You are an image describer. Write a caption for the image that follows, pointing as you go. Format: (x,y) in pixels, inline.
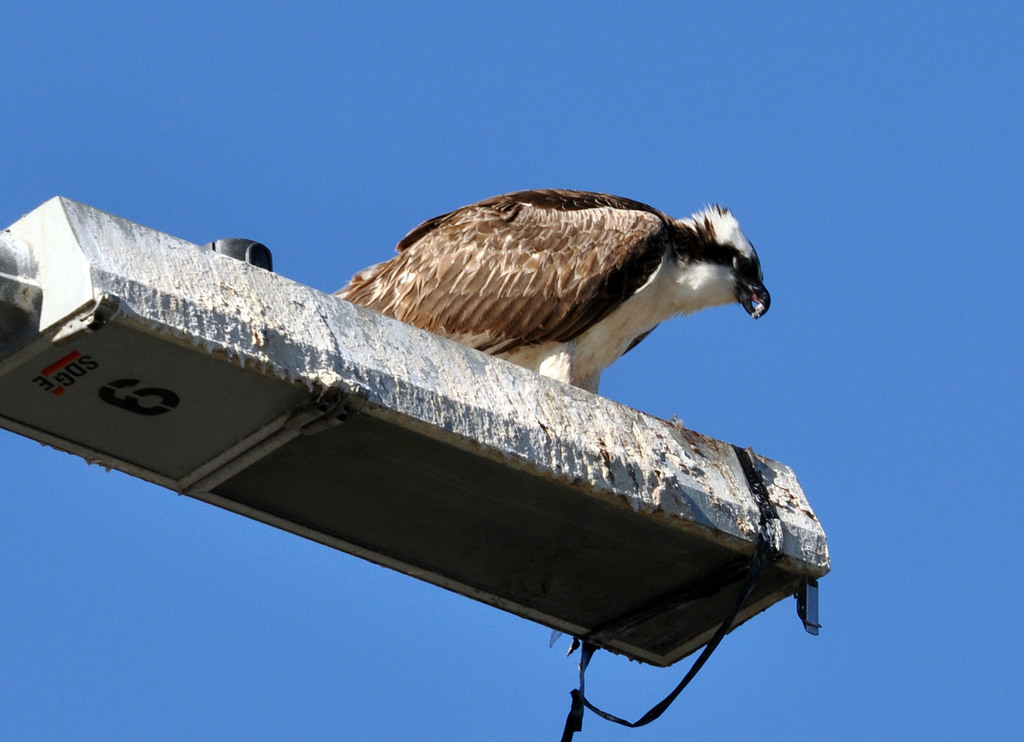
In this image there is a bird (623,349) on the object (352,340). And the background (906,132) is colored.
